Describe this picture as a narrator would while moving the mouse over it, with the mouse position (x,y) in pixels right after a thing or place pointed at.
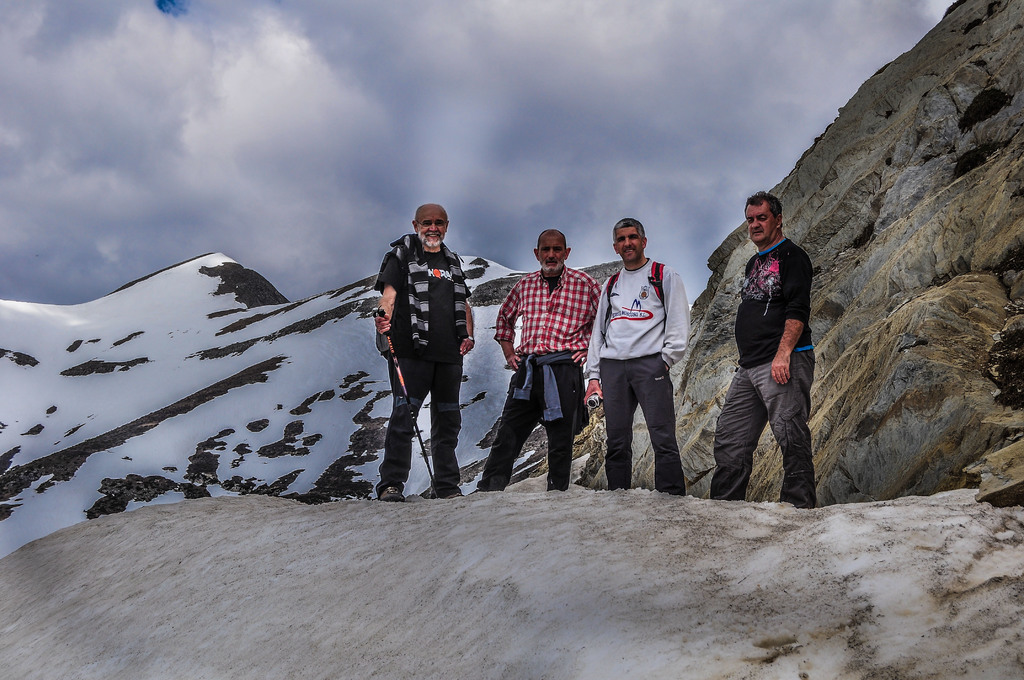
In this image, we can see four persons (586,347) wearing clothes (416,307) and standing in front of hills (499,286). The person (470,312) who is in the middle of the image (438,276) holding a stick (424,460) with his hand (383,329). In the background of the image (272,118), there is a sky (188,162).
